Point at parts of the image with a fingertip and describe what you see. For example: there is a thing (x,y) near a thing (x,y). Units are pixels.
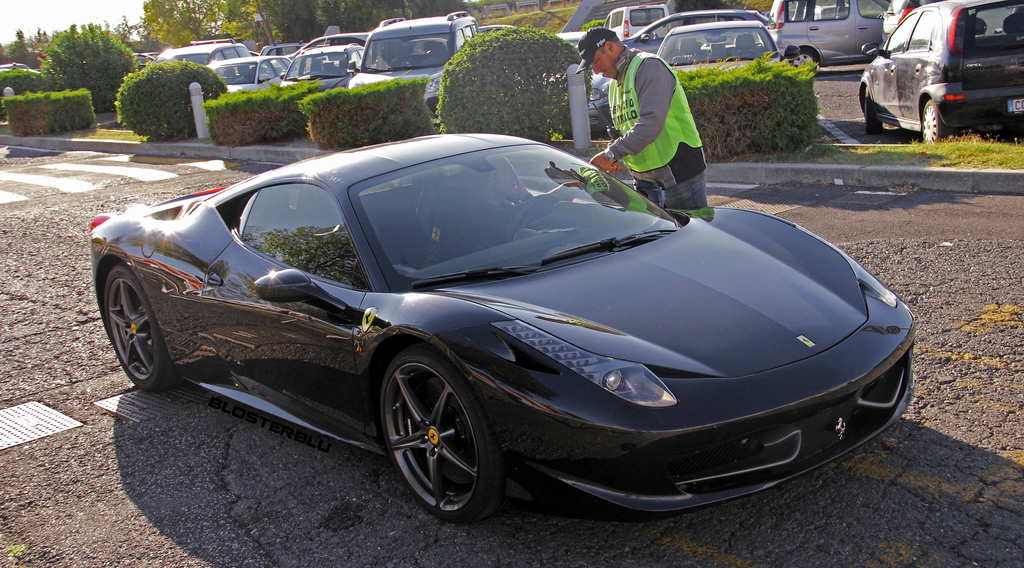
In the center of the image (662,197) there is a car (480,171) on the road (113,515). There is a person (618,64). In the background of the image (378,44) there are cars (925,24). There are plants (105,82).
